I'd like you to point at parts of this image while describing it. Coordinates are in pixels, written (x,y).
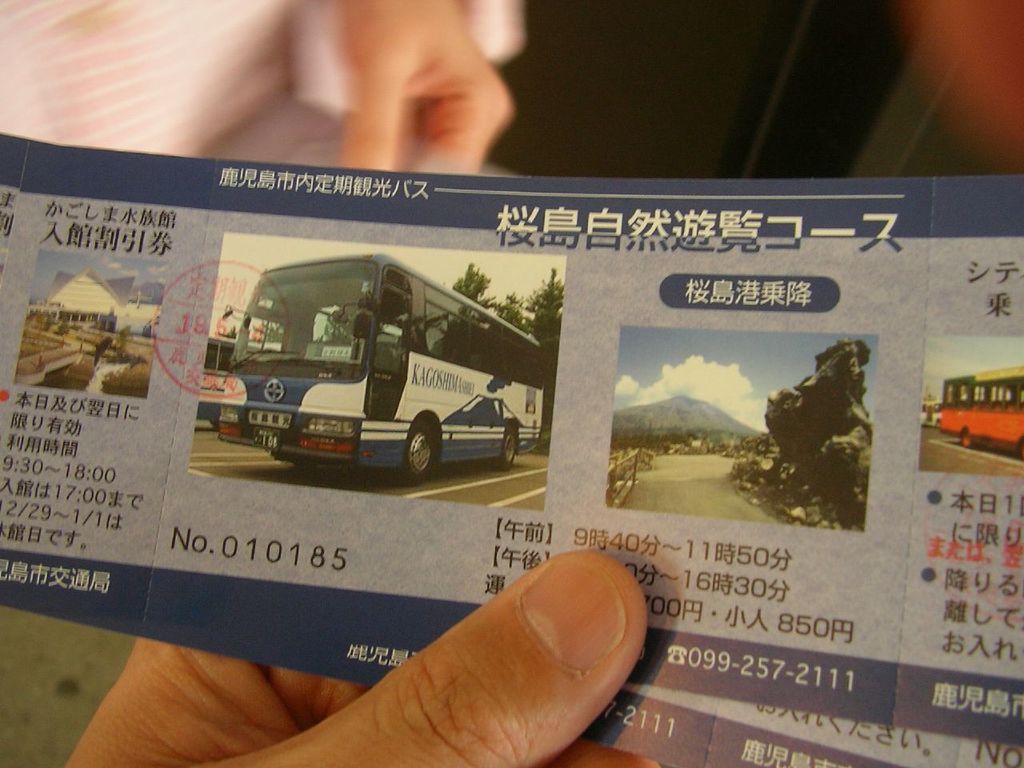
In this picture we can see a person hand (122,759) is holding tickets (538,446) and in the background (314,90) we can see a person (489,40) and it is blurry.
